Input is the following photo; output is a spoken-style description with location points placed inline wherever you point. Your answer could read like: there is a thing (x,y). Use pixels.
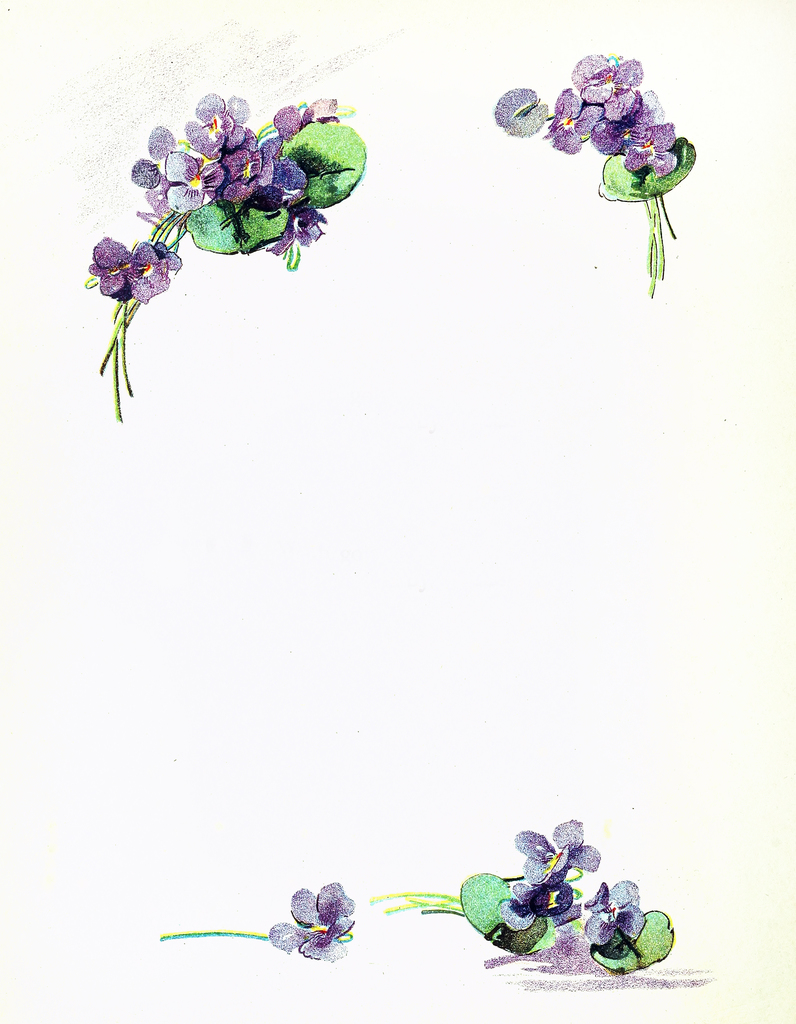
In this picture it looks like a paper (556,570), we can see printed flowers (608,135) and leaves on the paper (248,907).
